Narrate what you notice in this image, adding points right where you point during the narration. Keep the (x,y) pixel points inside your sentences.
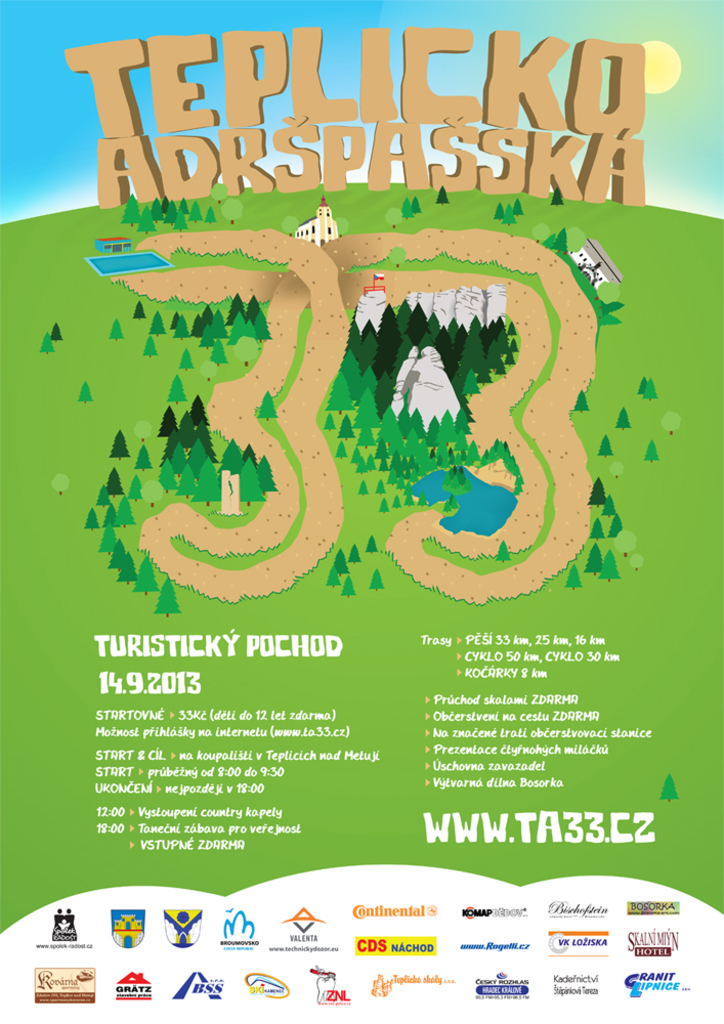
This picture shows a poster (243,219). We see text (118,104) on it and few logos (195,934).
